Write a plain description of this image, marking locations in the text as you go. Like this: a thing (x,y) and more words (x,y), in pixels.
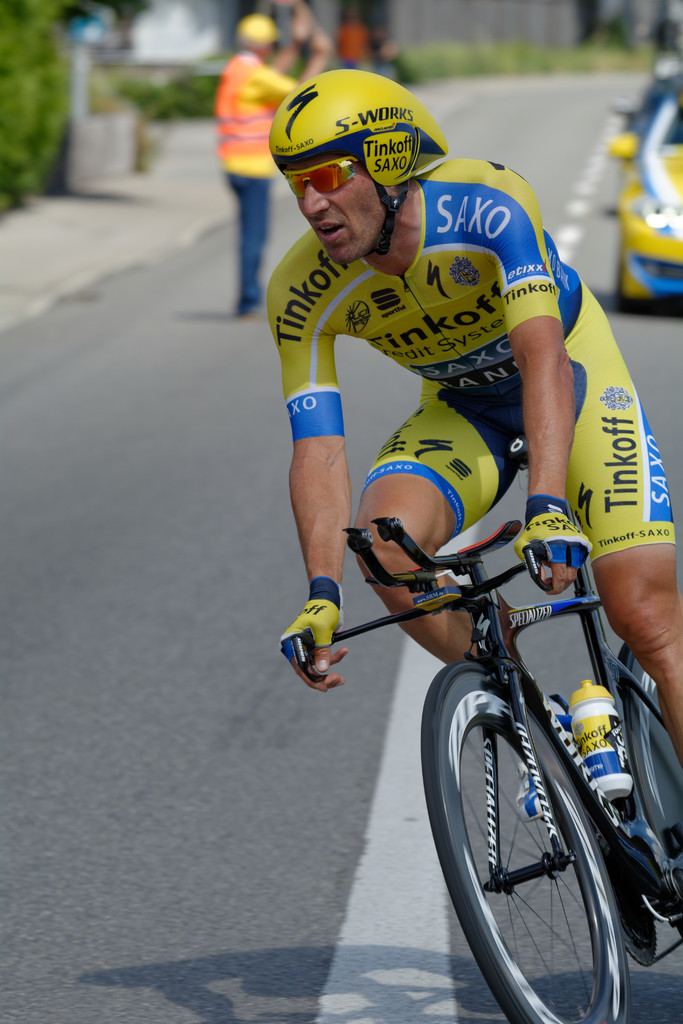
In this image we can see a man (460,253) wearing the helmet (409,156) and also glasses (342,173) and cycling. In the background (651,256) we can see a person (263,45) and also the car (638,199) on the road (346,405). We can also see the plants (455,65) and people (360,46) and the background (22,83) is blurred.
